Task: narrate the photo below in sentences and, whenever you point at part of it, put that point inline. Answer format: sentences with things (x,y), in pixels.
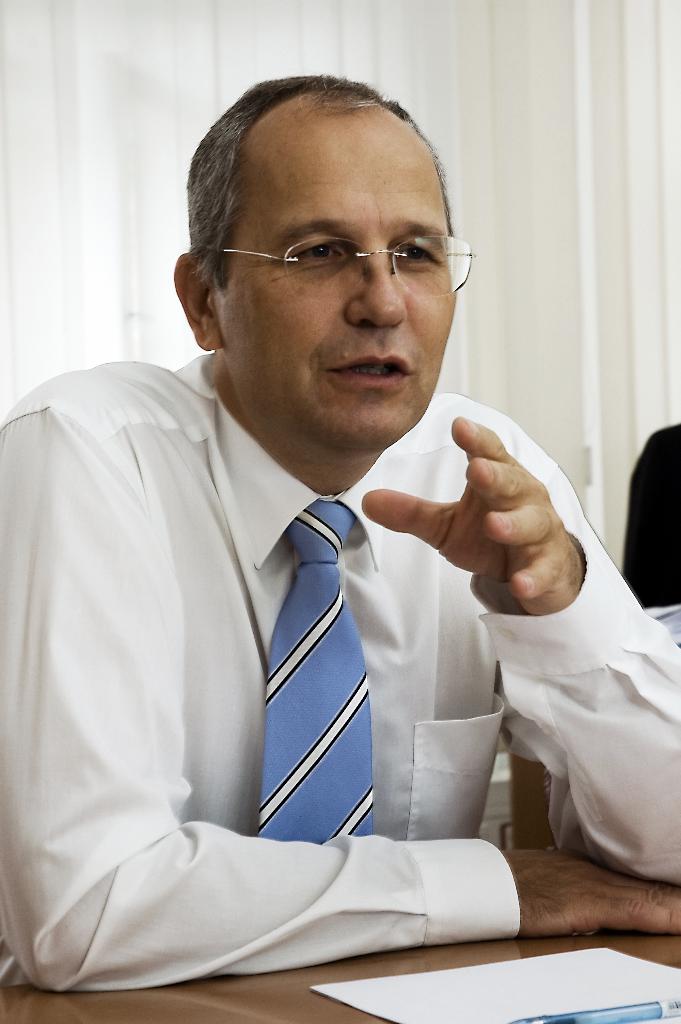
In the image we can see there is a person (401,704) sitting on the chair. There is a paper (588,958) and a pen (579,1022) kept on the table (108,1018).
